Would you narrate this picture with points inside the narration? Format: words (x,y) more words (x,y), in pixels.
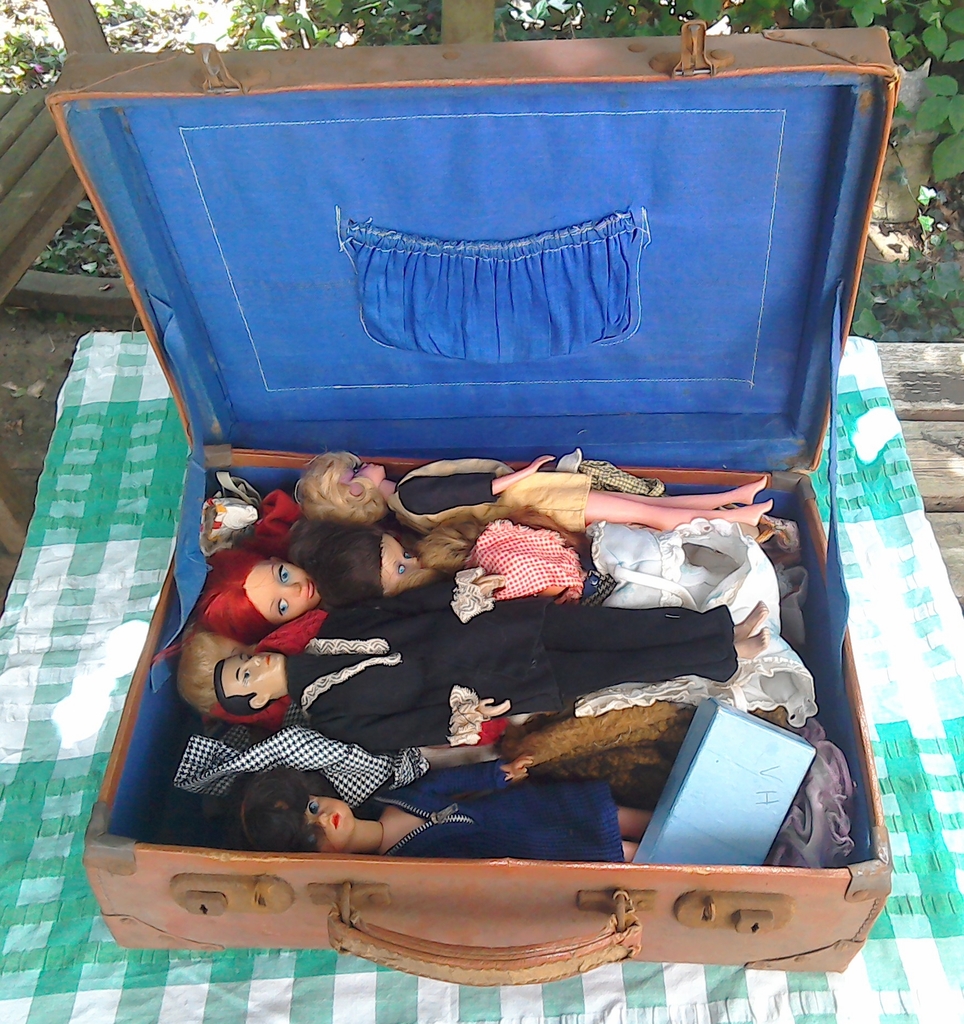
Here we can see a briefcase (521,306) and toys (412,683) in it, and here is the cloth (912,754), and at back (914,41) here are the trees (900,38).
